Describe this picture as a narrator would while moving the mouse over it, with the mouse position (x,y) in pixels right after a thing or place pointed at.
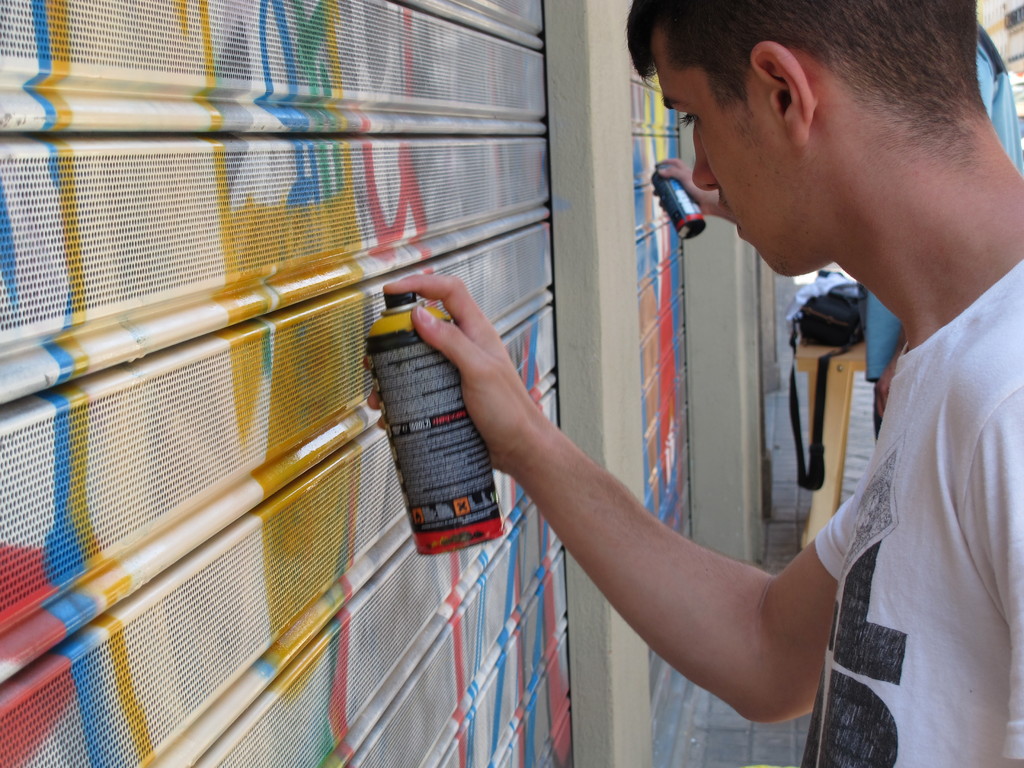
In this image on the right side (864,178) we can see two persons (822,261) are standing and holding spray bottles (486,470) in their hands (494,429). On the left side (58,482) we can see shutters (327,152). In the background (850,382) we can see bags (799,408) on the table (845,422) on the floor (861,422) and other objects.
